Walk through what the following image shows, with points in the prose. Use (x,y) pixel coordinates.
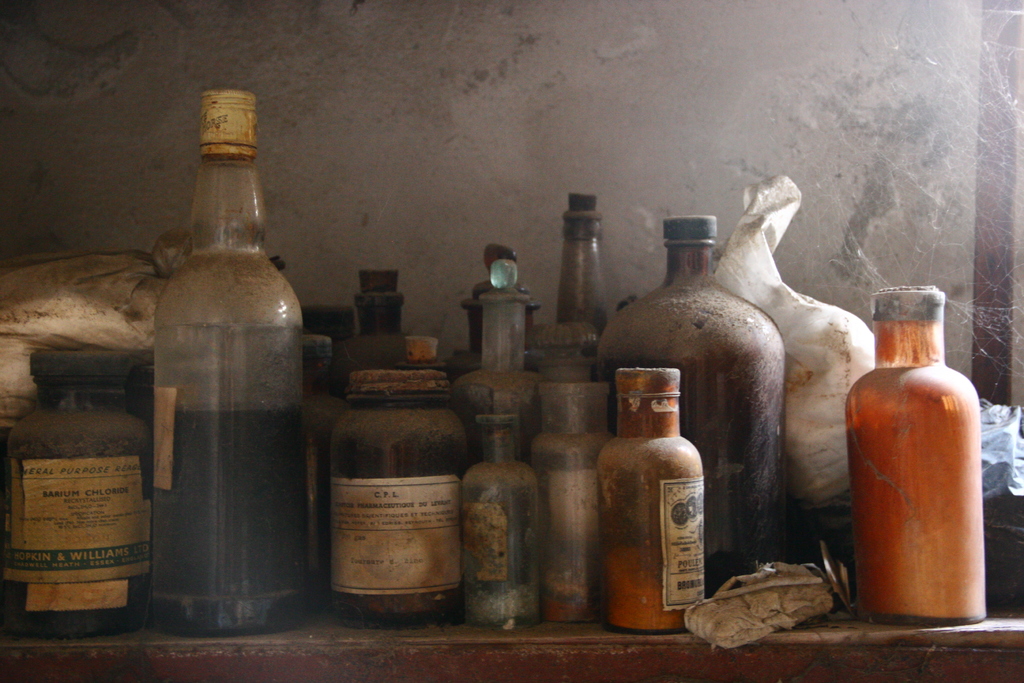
There is a big table (787,657) of brown color, On that table (261,646) there are some bottles (509,369) and some bags (54,323) which are in white color and in the background (850,283) there is a white color wall (419,100).
